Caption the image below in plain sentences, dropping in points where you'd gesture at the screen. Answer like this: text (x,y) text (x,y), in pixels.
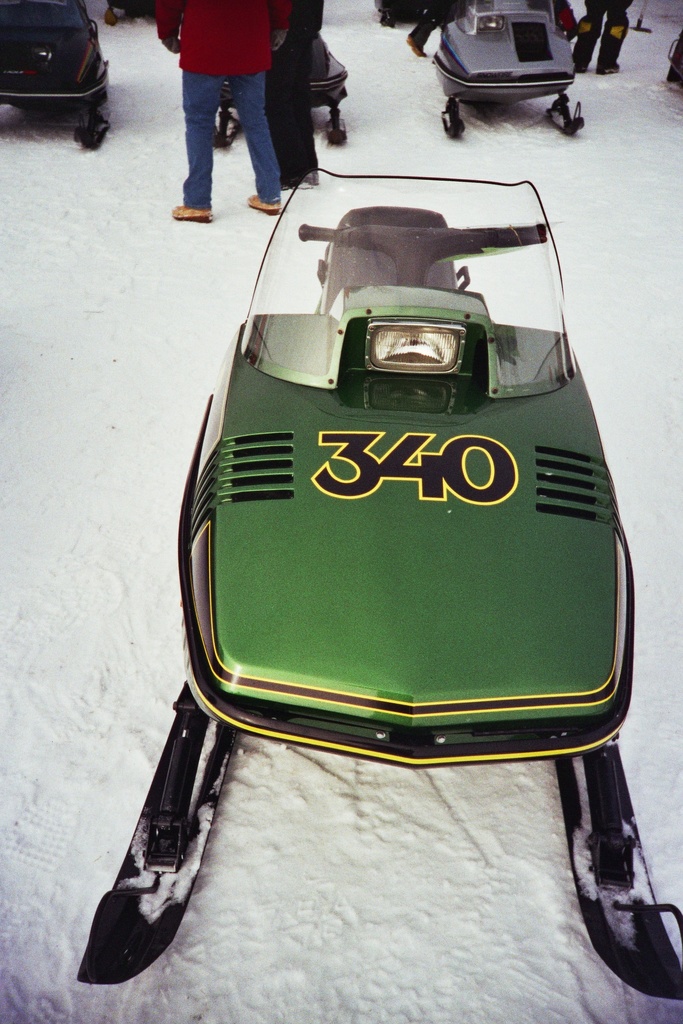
There is a snowmobile (292,378) in the foreground area of the image (353,399) on the snow land (407,171), there are people (261,74) and snowmobiles (39,69) at the top side (78,44).
